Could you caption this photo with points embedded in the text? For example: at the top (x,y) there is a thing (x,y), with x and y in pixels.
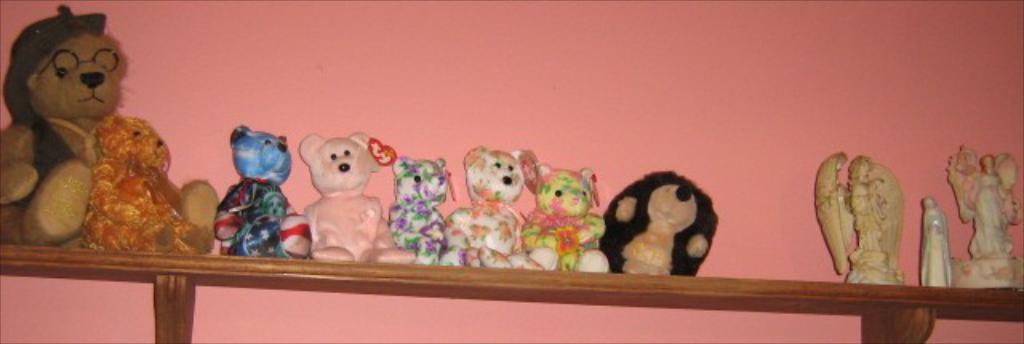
In this picture i see few soft toys (507,201) and few toys (882,224) on the wooden planks (40,256), fixed to the wall (201,301) and I see a pink color wall (704,89) on the background (231,302).
